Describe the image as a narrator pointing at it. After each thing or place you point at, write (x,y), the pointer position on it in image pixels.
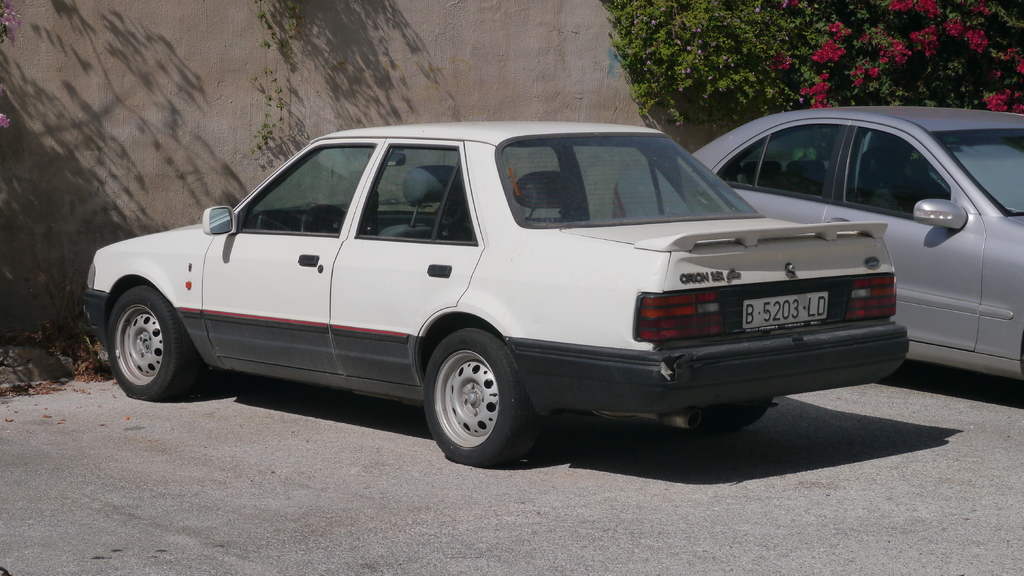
In this picture we can see two cars (786,266) on ground (496,526) and in the background (112,130) we can see wall (575,42), tree (662,54).
